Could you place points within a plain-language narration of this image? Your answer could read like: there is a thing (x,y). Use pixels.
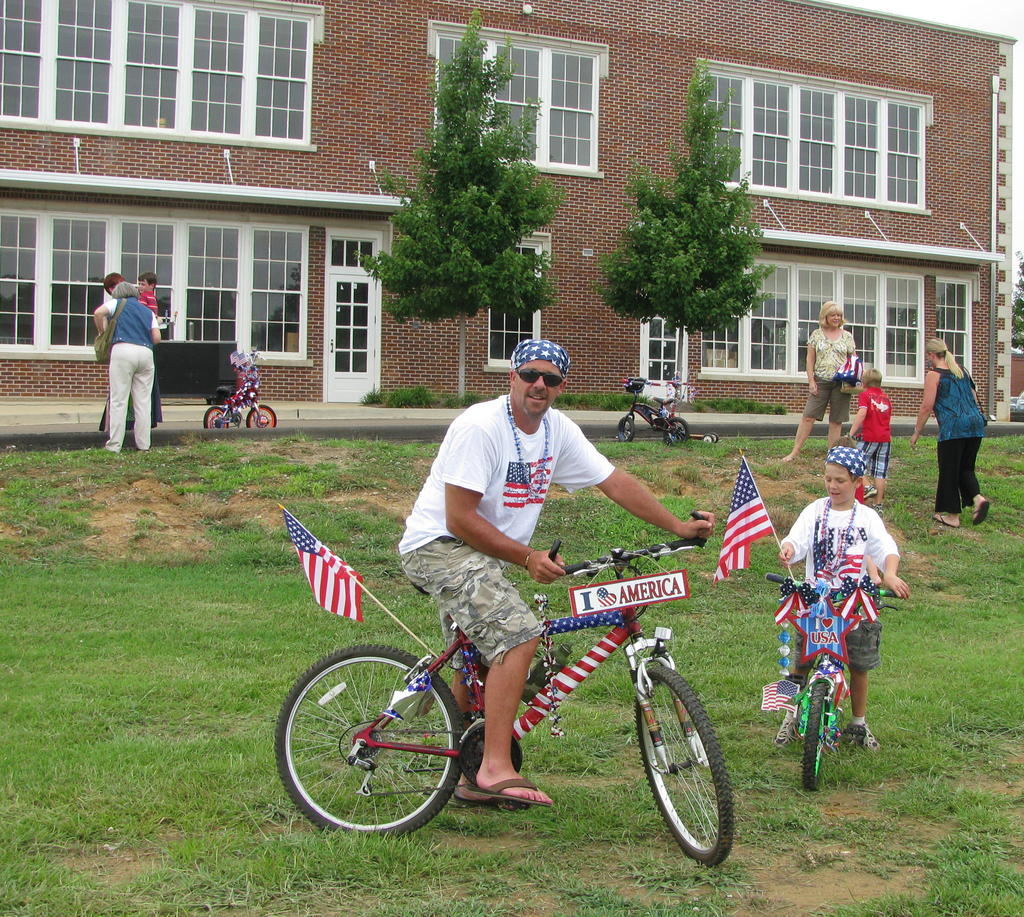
On the background (647,165) we can see buildings (309,329). Near to the building (777,251) we can see trees (503,253) and bicycles (670,416). We can see persons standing and walking. We can see kid (825,525) and a man (555,468) riding bicycles (580,575) on grass (540,546). Here we can see flags (735,538).
